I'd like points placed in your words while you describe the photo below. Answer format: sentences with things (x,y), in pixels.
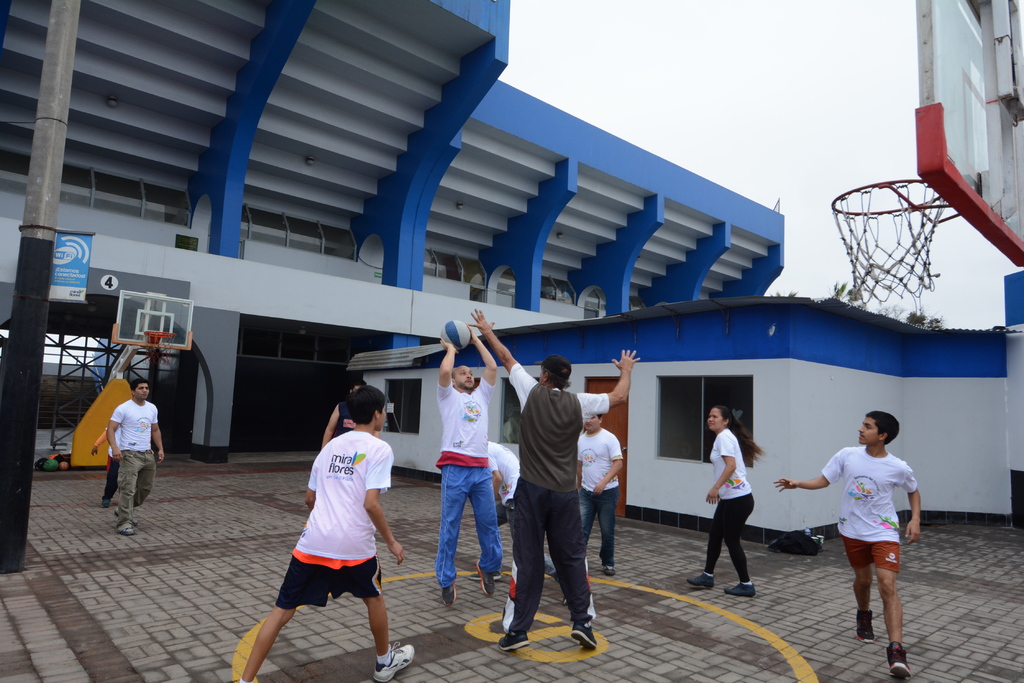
In this picture we can see group of people (583,485), they are playing game, and we can see a man (471,379), he is holding a ball (445,331), in the background (441,359) we can find few buildings (506,260), a pole (71,64), sign board (65,281) and net (154,356).
